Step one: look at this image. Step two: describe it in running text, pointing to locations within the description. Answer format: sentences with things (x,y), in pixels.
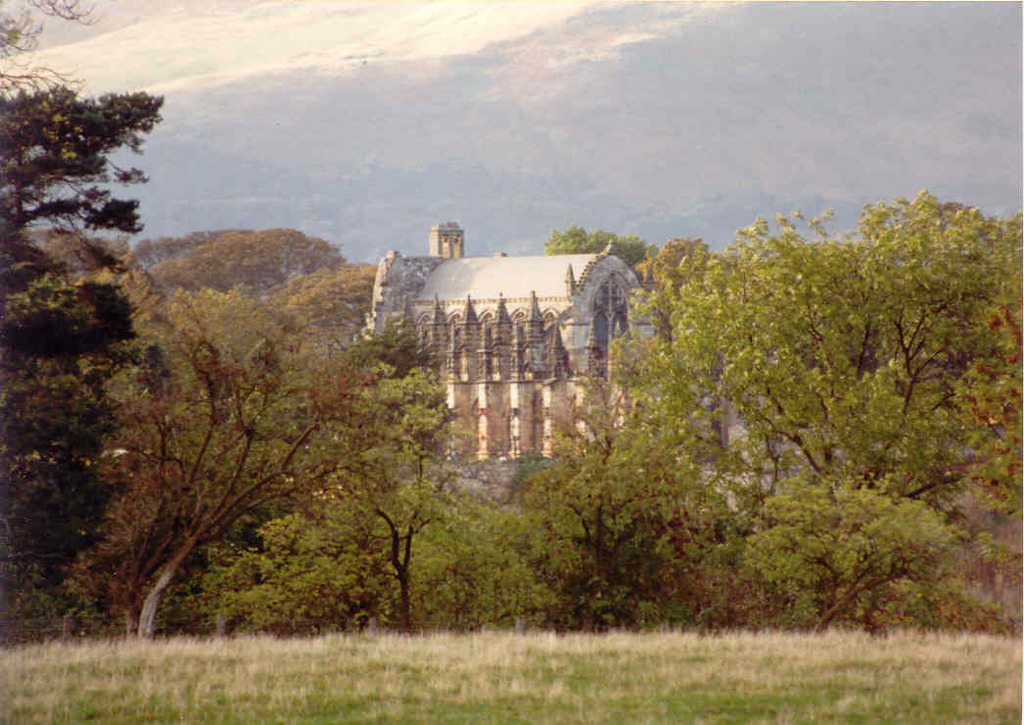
In this picture I can see trees (861,488), building (528,410) and I can see hill (668,75) and I can see grass (577,645) on the ground (445,647).
